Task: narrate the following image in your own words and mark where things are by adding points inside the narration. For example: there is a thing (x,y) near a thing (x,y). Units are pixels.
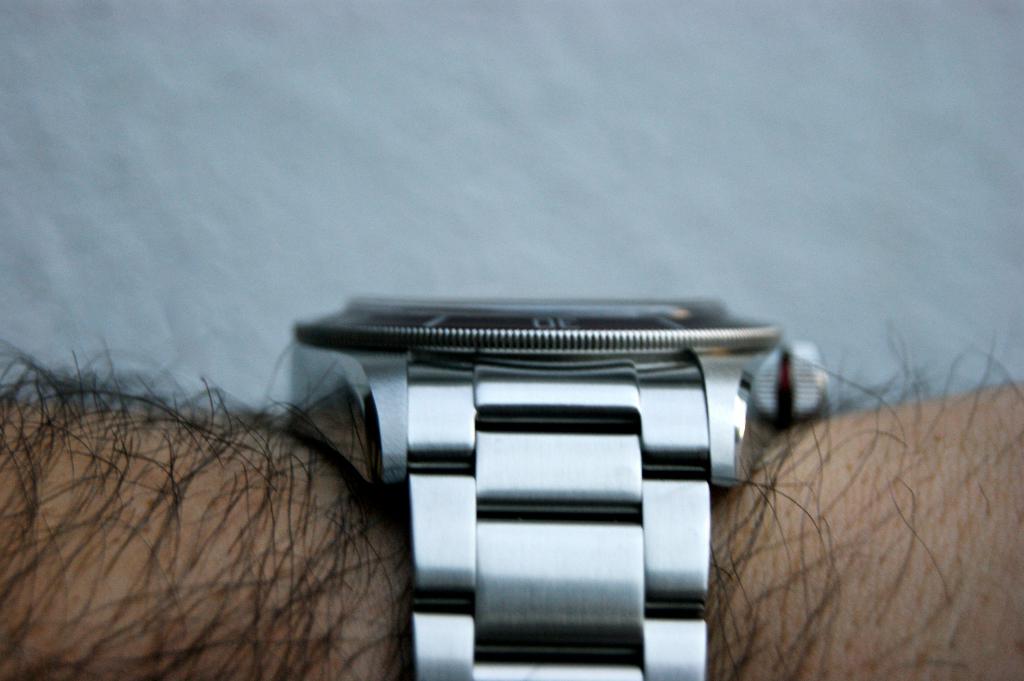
As we can see in the image there is a person (185,589) wearing watch (591,485).
